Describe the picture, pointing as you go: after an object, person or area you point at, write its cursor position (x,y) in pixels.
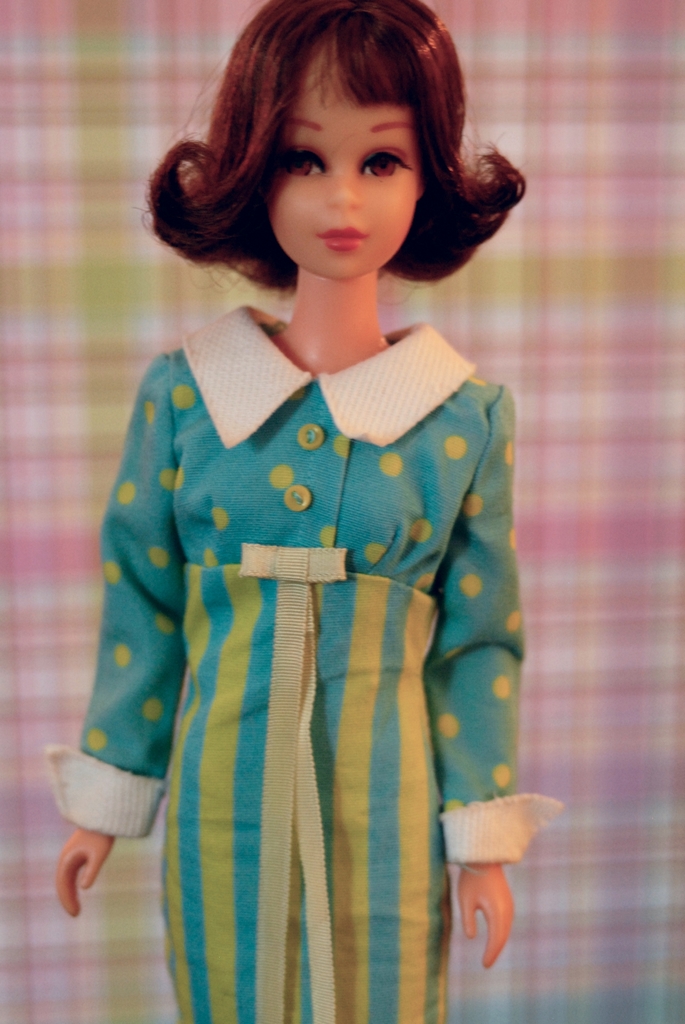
In the picture we can see a barbie doll (379,405) with a blue dress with yellow color dots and lines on it and in the background (670,804) we can see a cloth (616,455).
